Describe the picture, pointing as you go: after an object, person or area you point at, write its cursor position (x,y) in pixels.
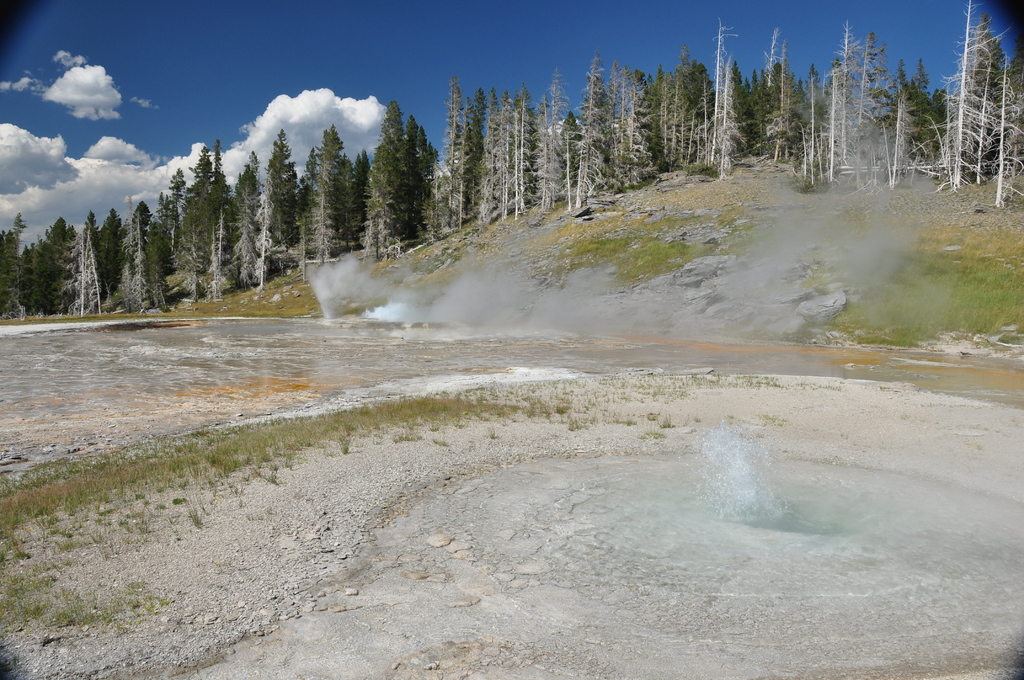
This image consists of water (626,481). In the front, we can see the smoke (610,289) and green grass (906,290) on the ground (762,261). In the background (21,214), there are trees (592,113). At the top (215,129), there are clouds (93,201) in the sky (136,111). At the bottom (327,598), there are small stones (275,567) on the ground (215,583).
